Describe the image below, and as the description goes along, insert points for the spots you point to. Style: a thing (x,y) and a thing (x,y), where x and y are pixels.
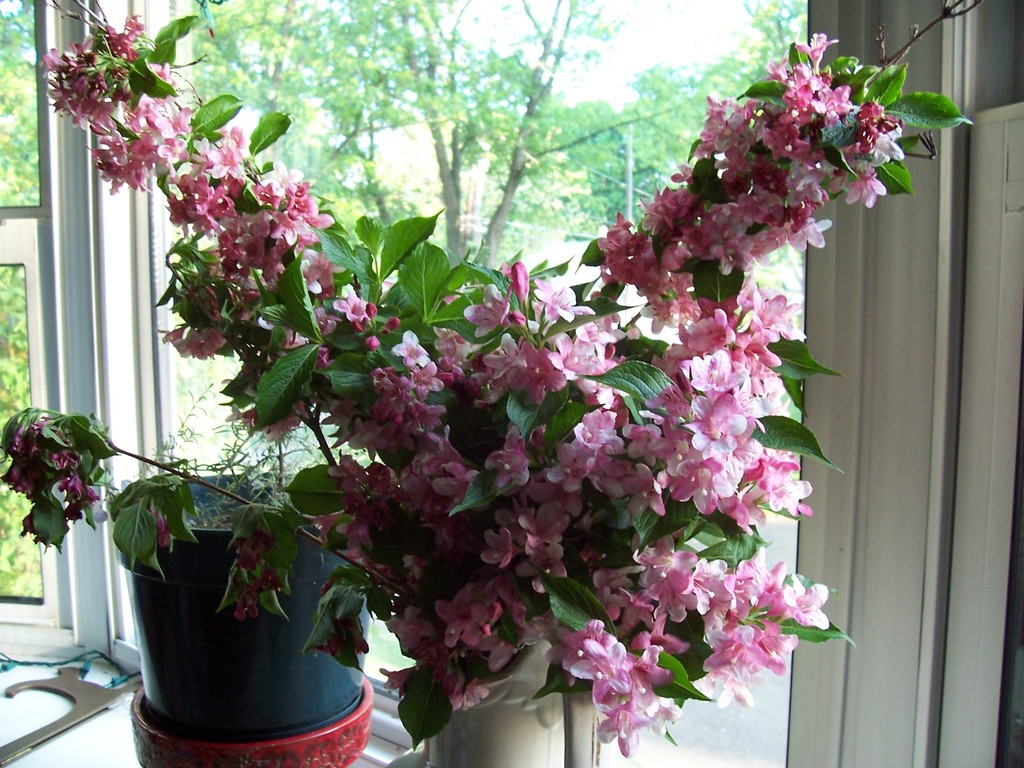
In the foreground of this image (438,659), there are flower pot (262,698) and plants (418,641). In the background (445,153), there is a glass window (289,134), through that we can see trees (569,146) and the sky (670,23).
